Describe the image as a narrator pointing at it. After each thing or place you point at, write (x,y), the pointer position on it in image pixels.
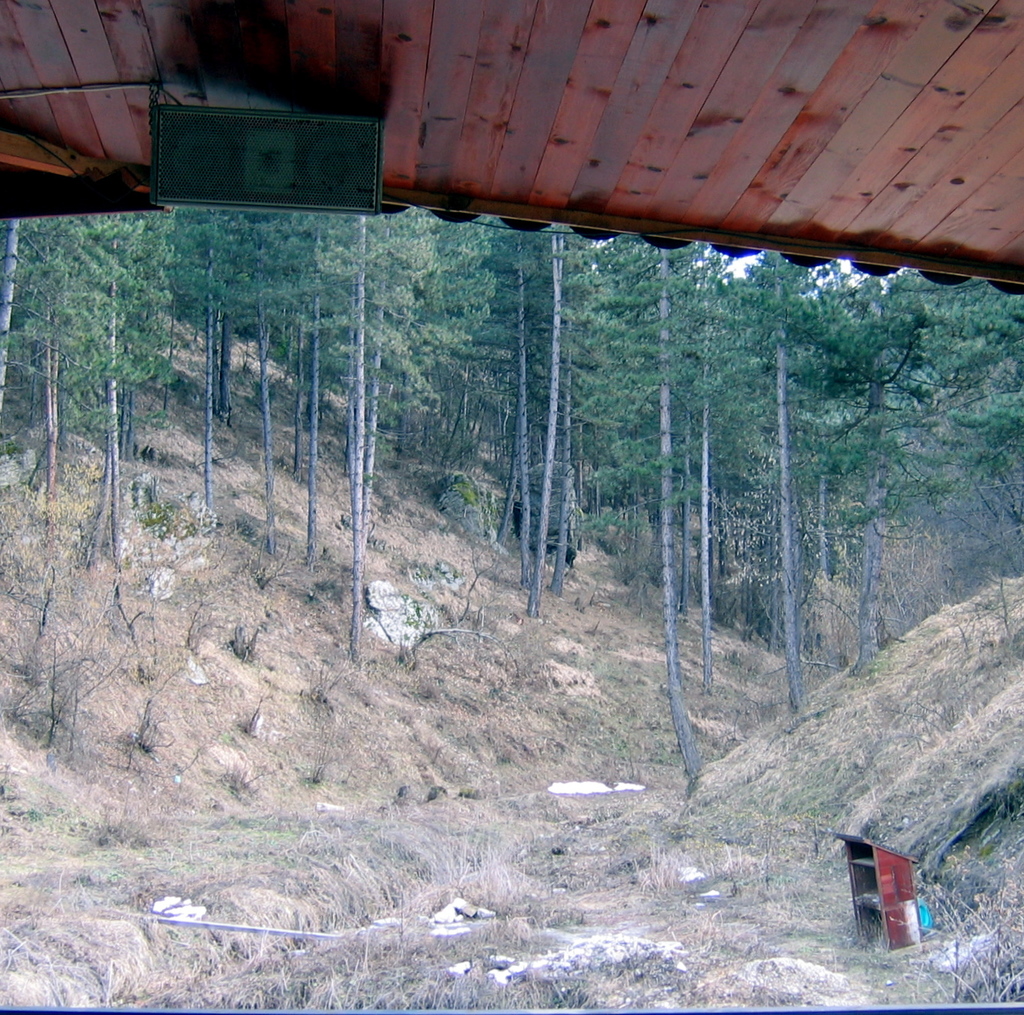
At the bottom of the image (190,906) there is ground (460,992) with dry grass (120,714) and small rocks (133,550). Behind them there are trees (859,438). At the top of the image (221,124) there is a wooden roof (69,106) with black color machine (232,109).
